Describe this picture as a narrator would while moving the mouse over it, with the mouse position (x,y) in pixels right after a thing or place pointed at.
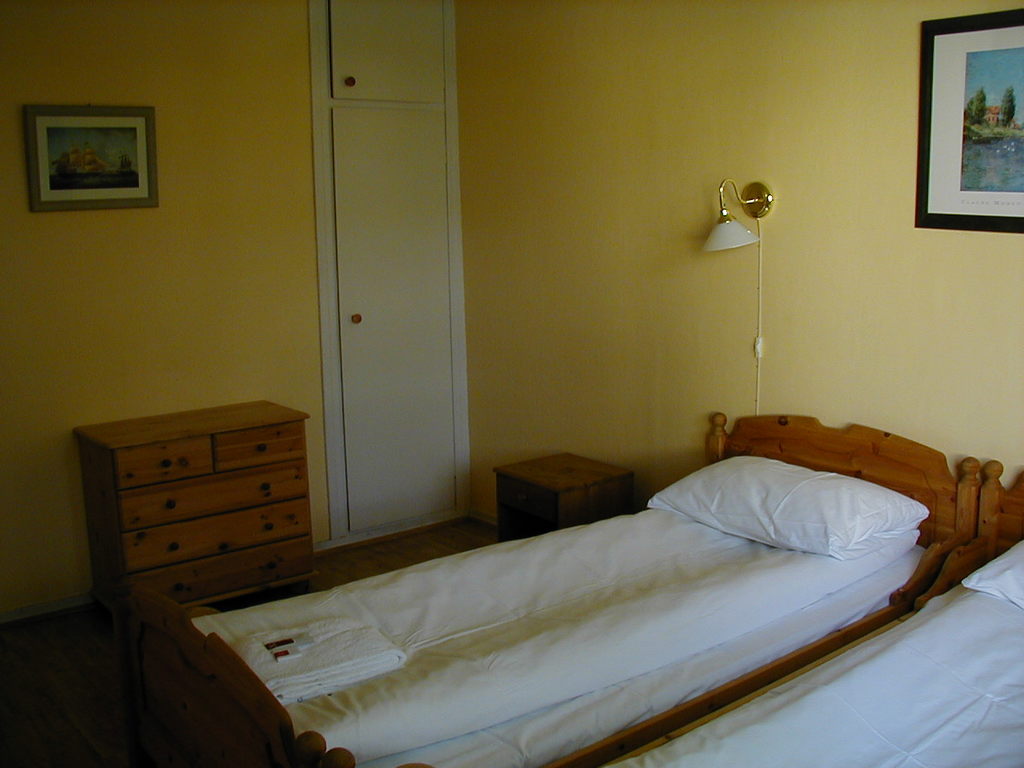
As we can see in the image there a yellow color wall (534,249), photo frame (970,105), lamp (764,210) and two beds (725,597).
